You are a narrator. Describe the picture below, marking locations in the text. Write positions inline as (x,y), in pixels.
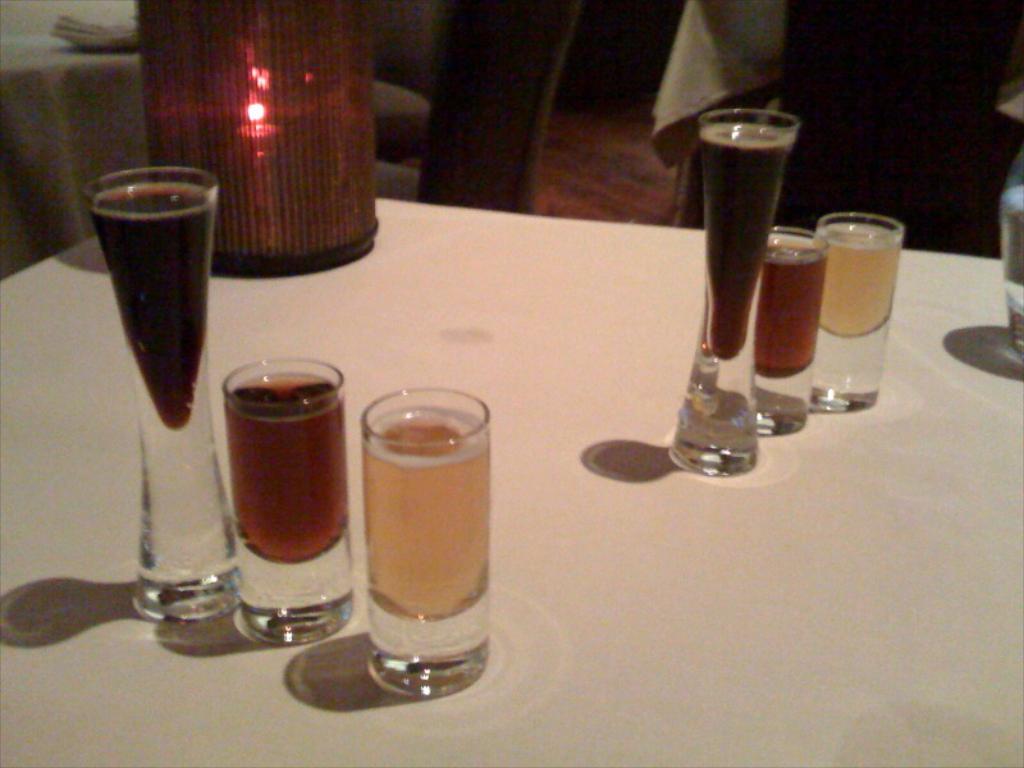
In this image at the bottom (618,579) there is a table (836,459) on the table (836,471) there are some glasses (338,456) and in the glasses (196,367) there is some drink (771,348) in the background (264,164) there is one candle (325,167) chair (435,97) and some other objects (53,126).
